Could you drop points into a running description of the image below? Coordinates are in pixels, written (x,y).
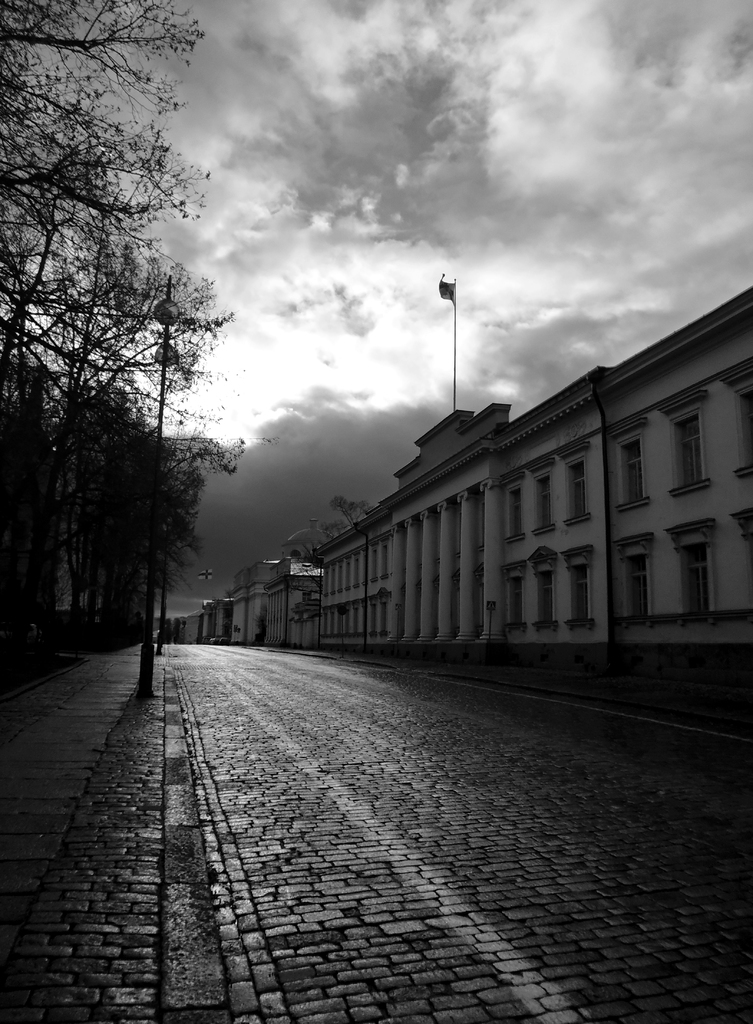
In this picture we can see road (361,742), poles (153,549), trees (176,565), flag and buildings (452,500). In the background of the image (326,433) we can see the sky (351,218) with clouds (263,388).
